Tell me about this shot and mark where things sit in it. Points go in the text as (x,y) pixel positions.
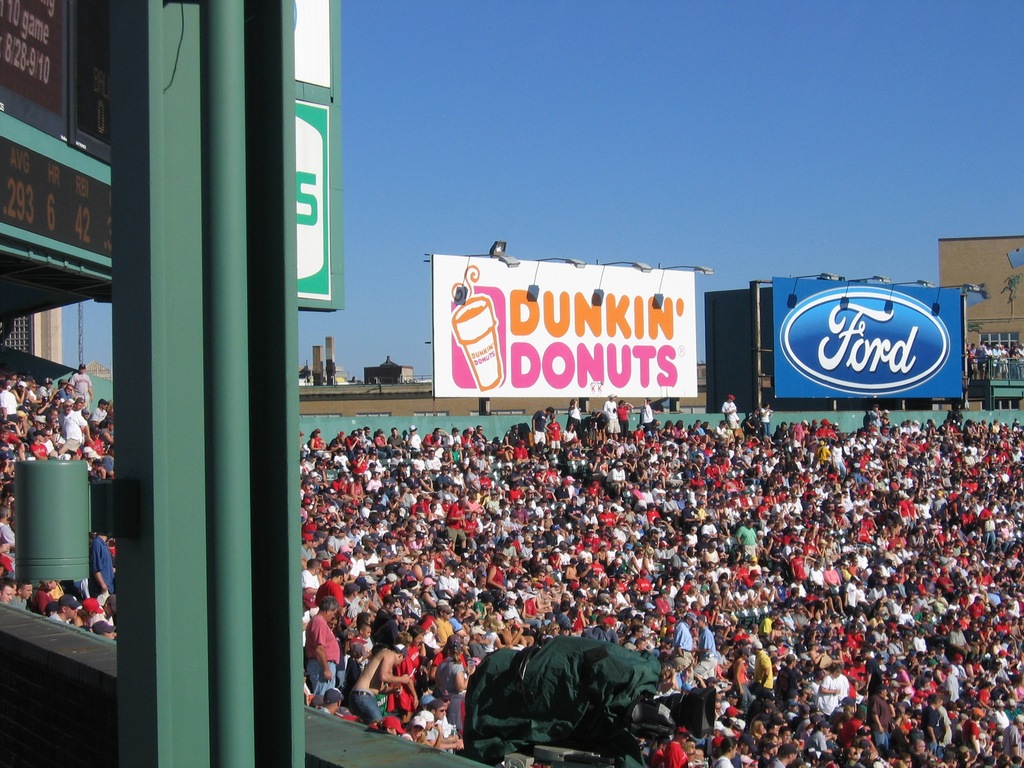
In the picture we can see a public (1002,518) standing and sitting, just beside them, we can see a green color pillar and in the background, we can see a wall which is also green in color and to it we can see a boards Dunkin donuts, and ford symbol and in the background (601,19) also we can see some buildings (960,256) and a sky (934,189).
